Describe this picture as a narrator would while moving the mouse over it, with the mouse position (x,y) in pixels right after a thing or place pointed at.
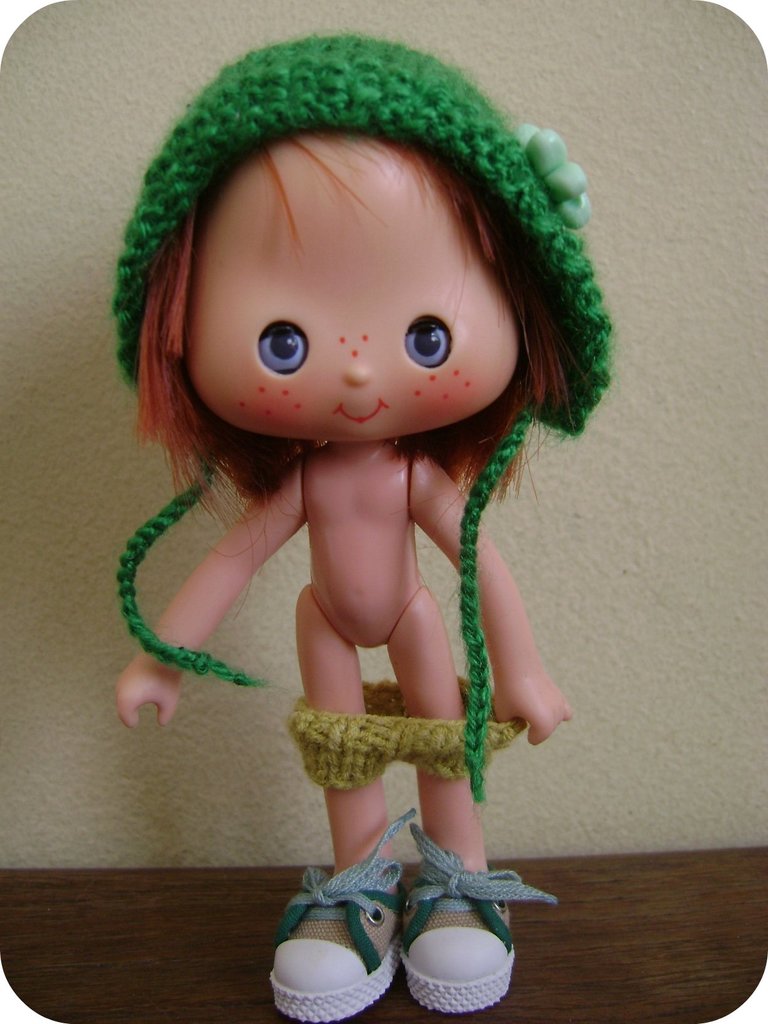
In this image I can see a doll (333,343) which is brown in color is wearing a cap (546,202) which is green in color and shoes (346,950) which are white and green in color is on the brown colored surface (623,944). I can see the cream colored background (599,563).
